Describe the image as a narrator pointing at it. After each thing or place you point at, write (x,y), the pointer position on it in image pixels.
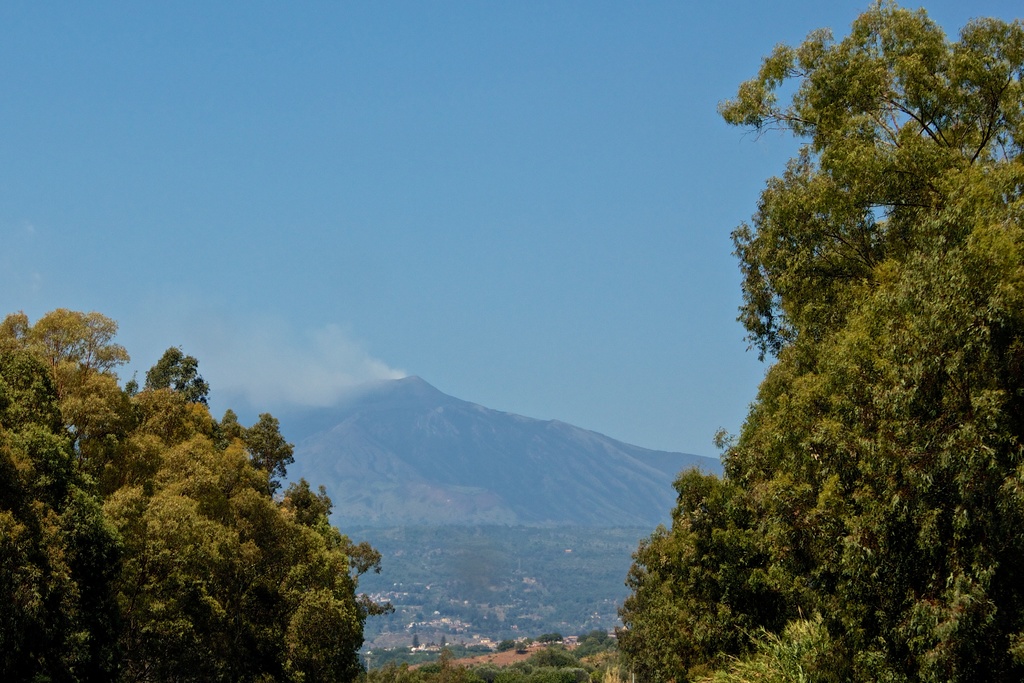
We can see trees (679,549). In the background (431,593) we can see hill (342,417), smoke (379,367) and sky (502,181) in blue color.
